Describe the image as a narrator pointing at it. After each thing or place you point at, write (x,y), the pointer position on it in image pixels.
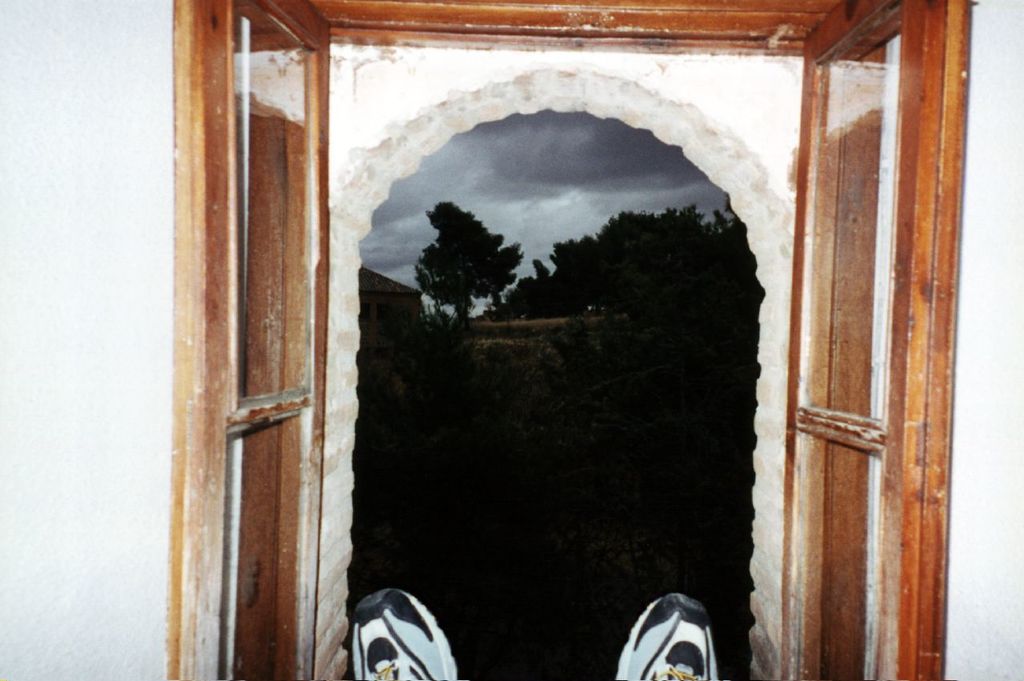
There is a window (922,430). Near to the window (909,430) we can see shoes (637,650). In the background (588,339) there are trees (574,351), building (384,306) and sky (549,180) with clouds (556,173).
